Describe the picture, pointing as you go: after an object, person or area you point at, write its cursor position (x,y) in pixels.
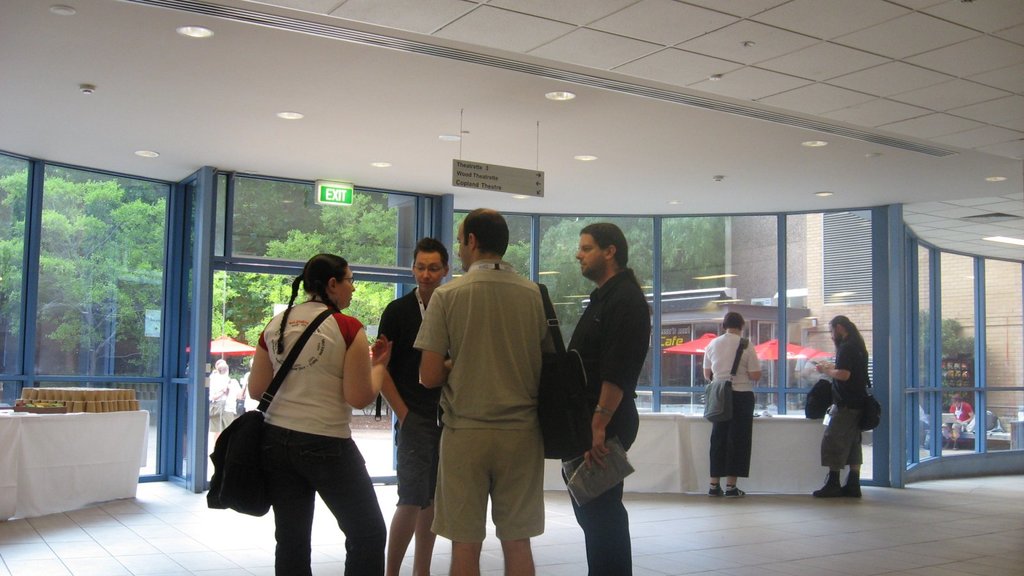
This picture describes about group of people (439,377), few are seated and few are standing, on the left side of the image (100,387) we can see few cups (47,395) and other things (55,407) on the table (117,439), in the background (811,303) we can see few tents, trees (287,299) and buildings (798,277).
